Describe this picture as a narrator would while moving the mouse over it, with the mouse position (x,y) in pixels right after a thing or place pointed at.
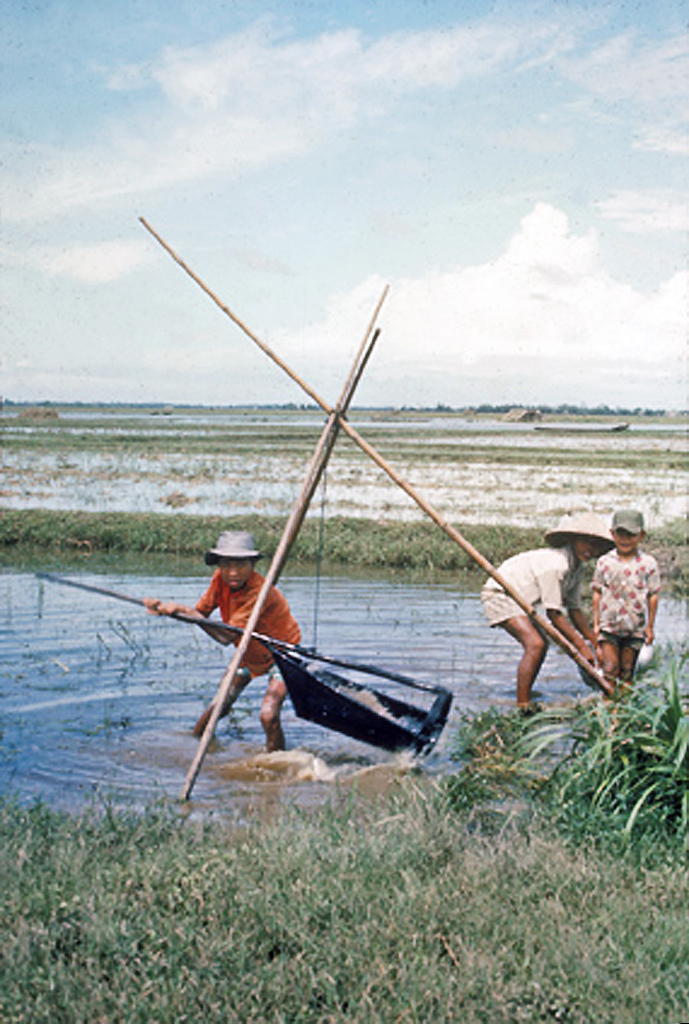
In the image i can see the persons (500,609) wearing the caps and carrying the sticks (391,473) in their hands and i can also see the grass (16,921), water (92,606), plant (682,826) and in the background (349,154) i can see the sky (275,243).
